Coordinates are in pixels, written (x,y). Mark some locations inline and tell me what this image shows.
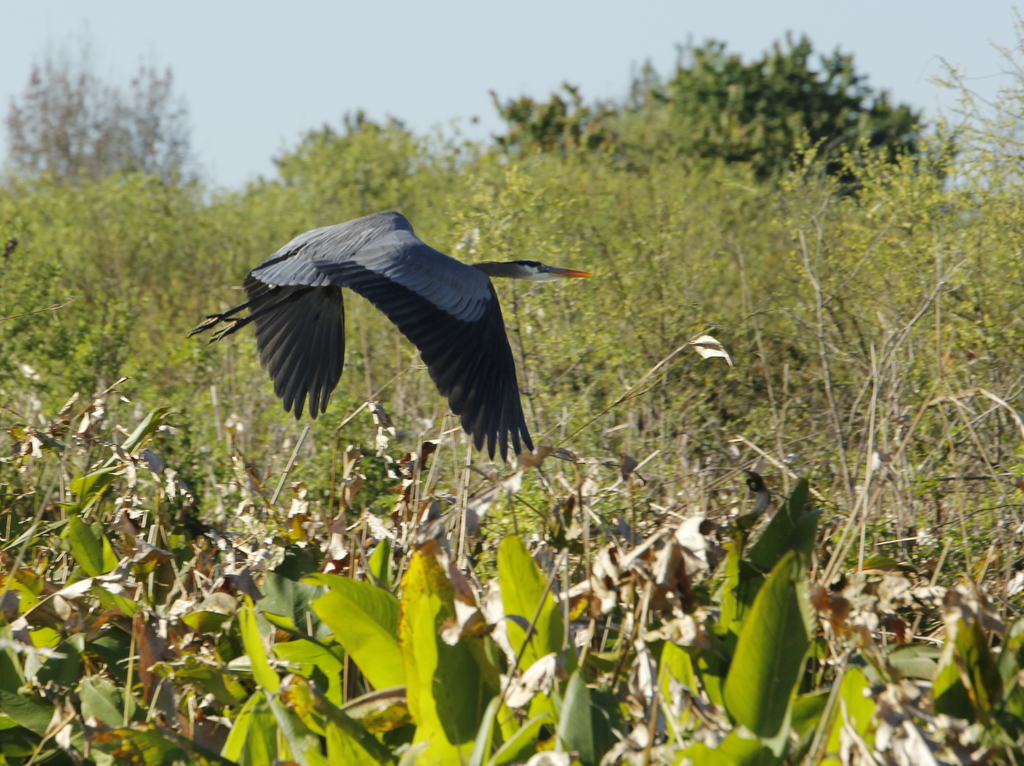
At the bottom of the image (282,525) we can see some plants (228,741). In the middle of the image (472,382) a bird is flying. Behind the bird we can see some trees (949,137). At the top of the image (13,9) we can see the sky (35,51).
